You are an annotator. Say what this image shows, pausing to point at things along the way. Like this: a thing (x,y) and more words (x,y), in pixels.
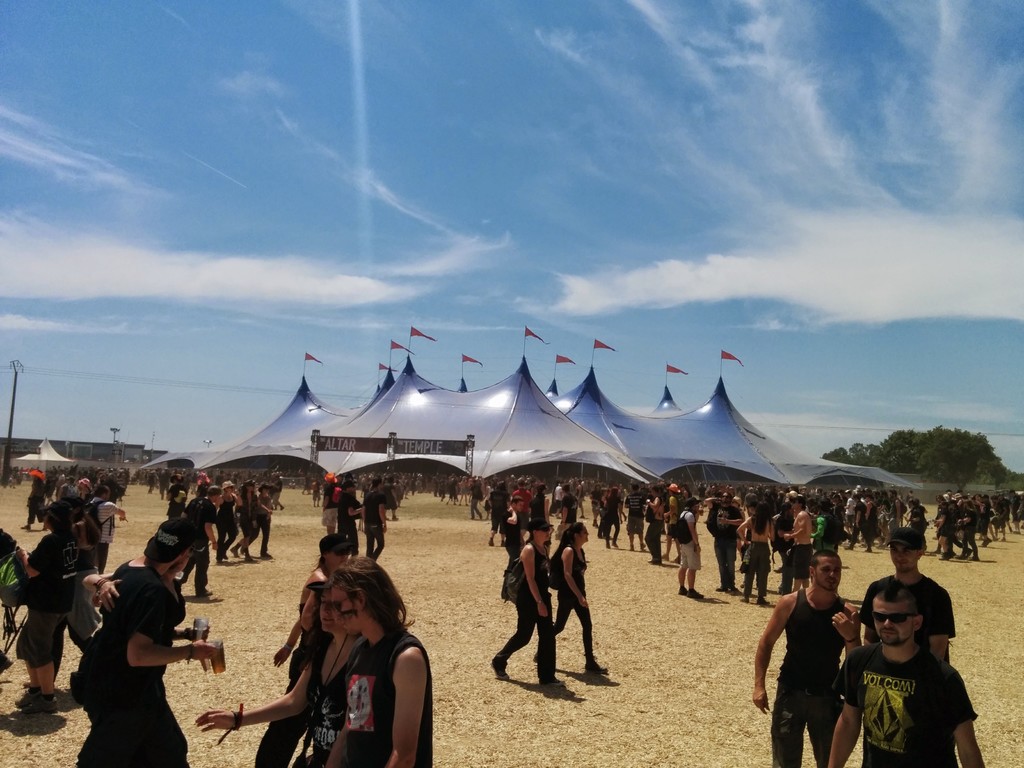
To the bottom of the image (357,574) there are many people (948,497) standing on the ground (133,511). Behind them in the background (509,398) there is a blue tent (418,399) with red flags (311,357). And also there are many trees (947,483). And to the top of the image (495,96) there is a sky (464,300) with clouds (355,269).
